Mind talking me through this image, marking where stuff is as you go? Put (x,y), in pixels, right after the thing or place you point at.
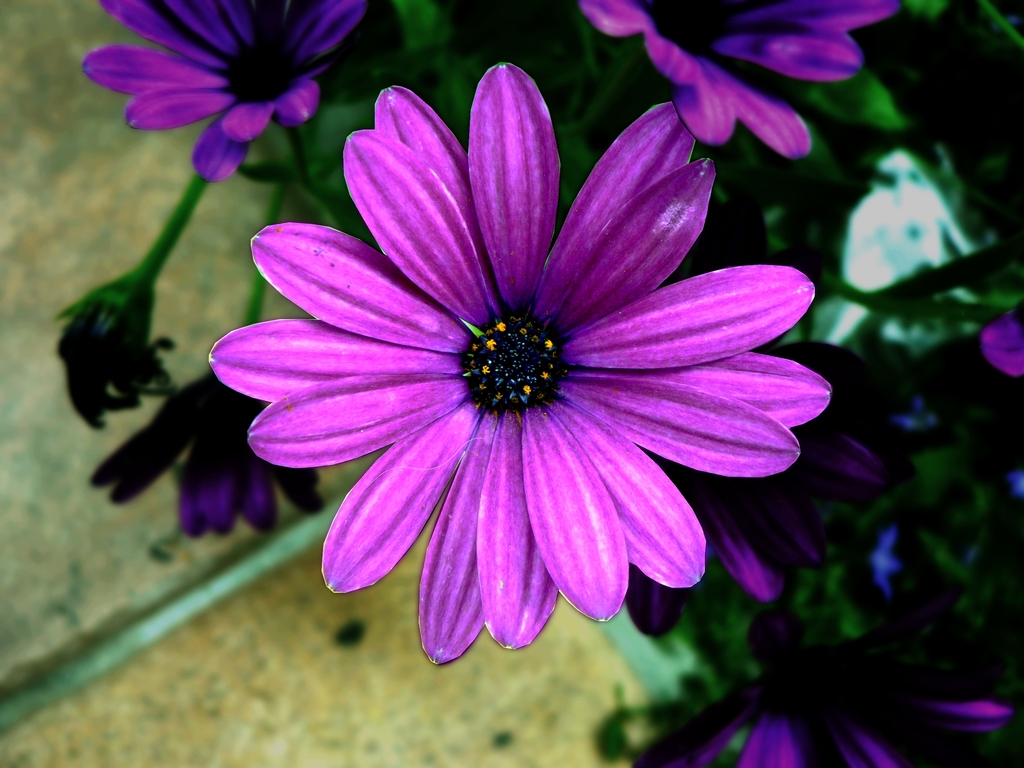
In this image we can see there are plants (748,257) with flowers (433,472) and the ground (401,613) at the bottom (454,710).
